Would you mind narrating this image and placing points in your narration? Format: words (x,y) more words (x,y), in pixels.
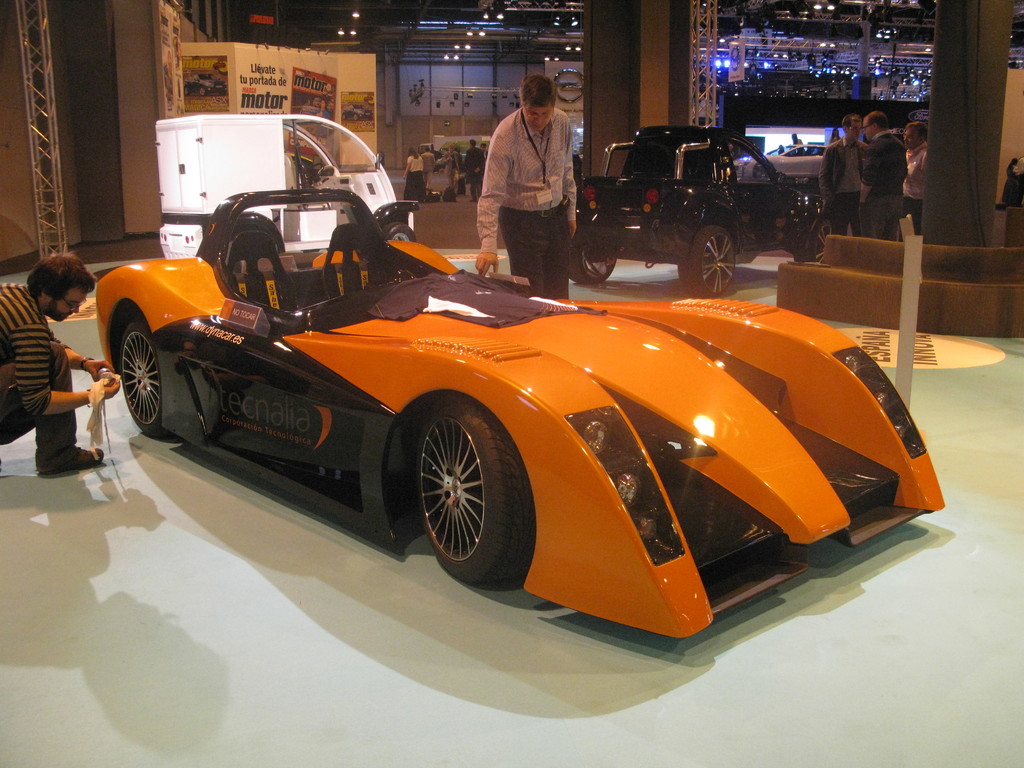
There is an orange color vehicle (574,327) on the floor (483,659). On both sides of this vehicle (366,331), there are two persons (68,382). In the background (712,174), there are persons (880,139), vehicles (698,174) and there are lights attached to the roof (574,38).
